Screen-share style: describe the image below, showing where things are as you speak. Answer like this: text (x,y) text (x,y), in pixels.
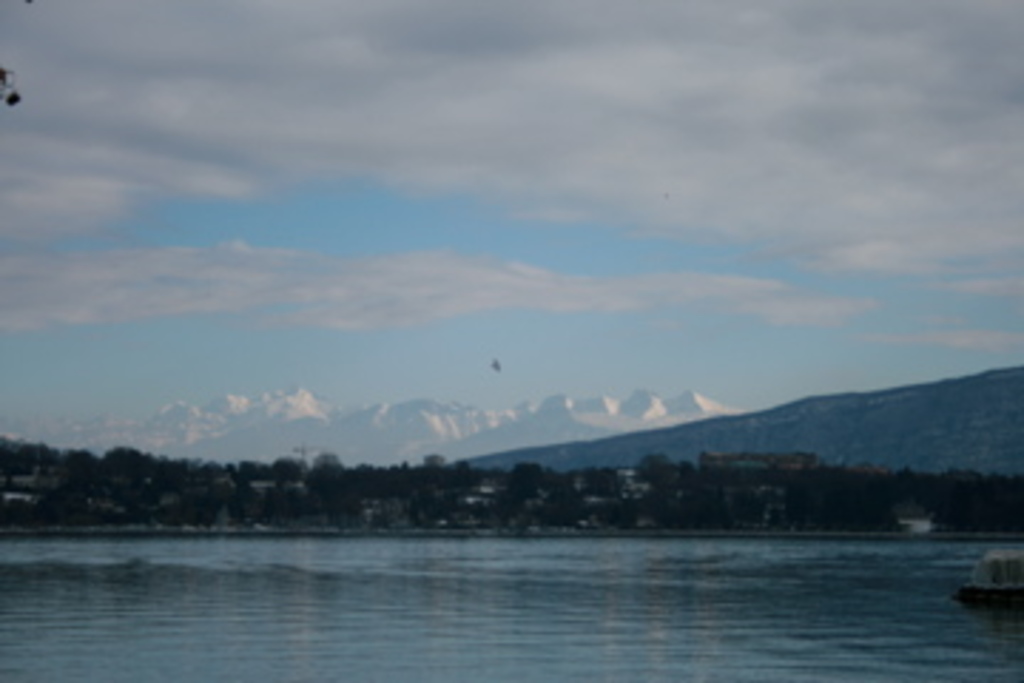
In this picture, at the bottom (821,661) there is a water (195,654) and in the middle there is a tree (753,524) and in the background (460,299) is the sky (531,256).
